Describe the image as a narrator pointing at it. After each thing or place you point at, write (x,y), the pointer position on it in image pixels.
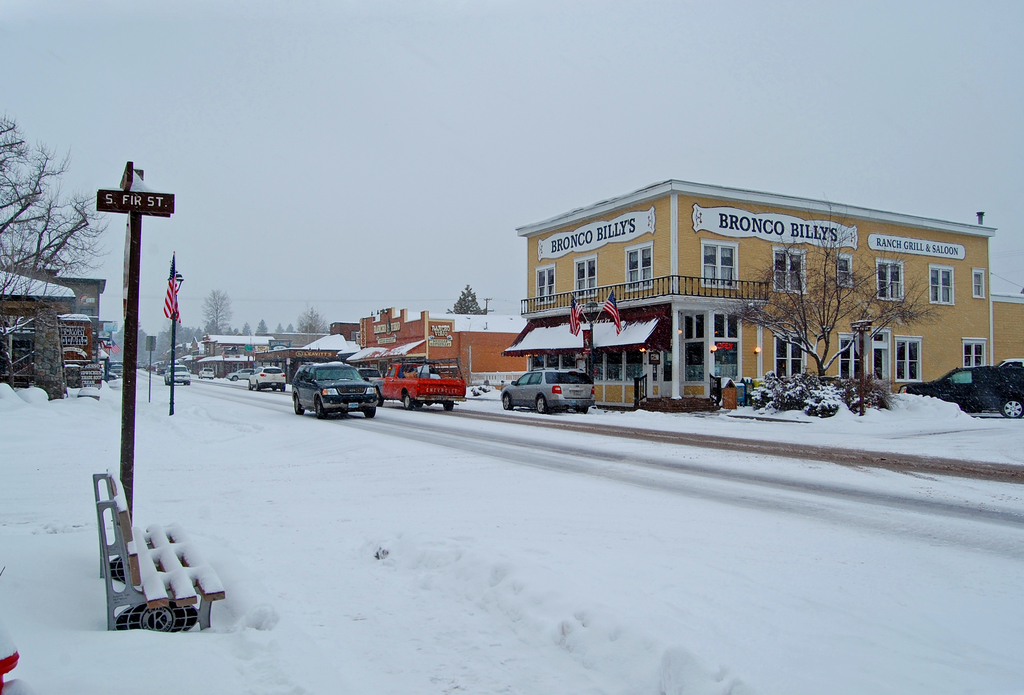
On the left side (182,555), there is a bench (167,537) on which, there is snow (156,548) near a pole (127,361) which is having signboard (113,208). There is snow (290,450) on the ground (471,537). On the right side (910,471), there is road (791,463) on which there are vehicles (394,377). In the background (1002,400), there are vehicles (976,380) parked near a building (965,259) which is having glass windows (648,261), hoardings (933,254) and flags (578,322), there are buildings (89,311), trees (217,314) and there is sky (436,99).
